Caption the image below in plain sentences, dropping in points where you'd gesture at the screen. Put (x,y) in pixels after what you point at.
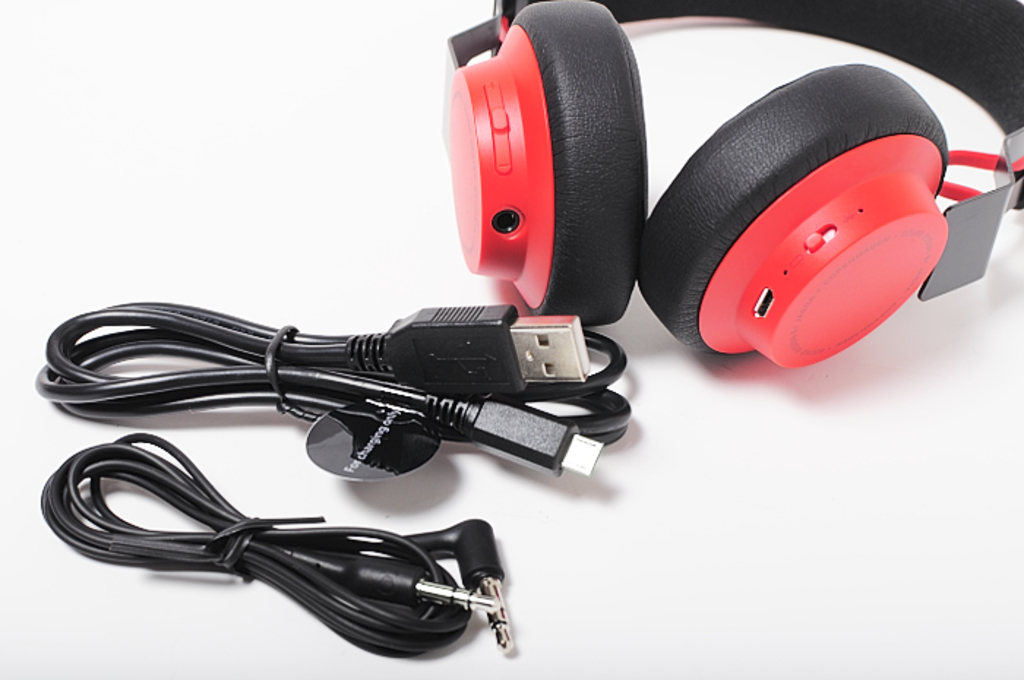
In this image there are headphones (585,126) on the table (664,183). Beside the head phones (601,264) there are cables (269,541).
